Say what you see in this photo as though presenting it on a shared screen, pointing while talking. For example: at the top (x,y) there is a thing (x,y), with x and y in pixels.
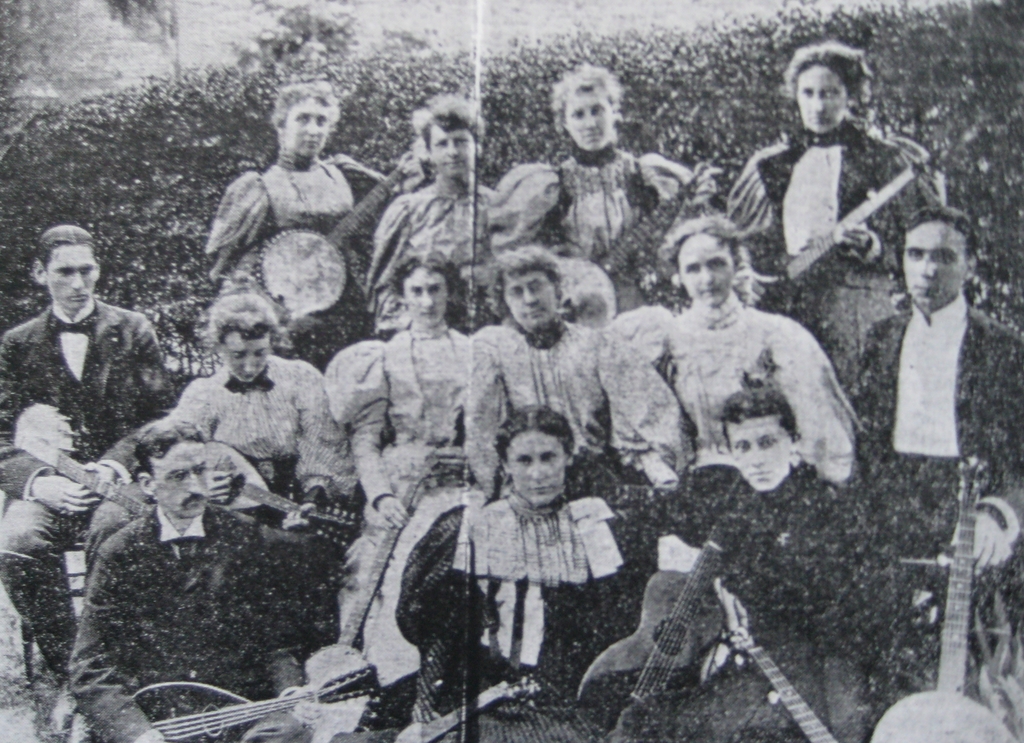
In this image I can see number of people (133,636) and I can see most of them are holding musical instruments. I can also see this image is black and white in colour.
